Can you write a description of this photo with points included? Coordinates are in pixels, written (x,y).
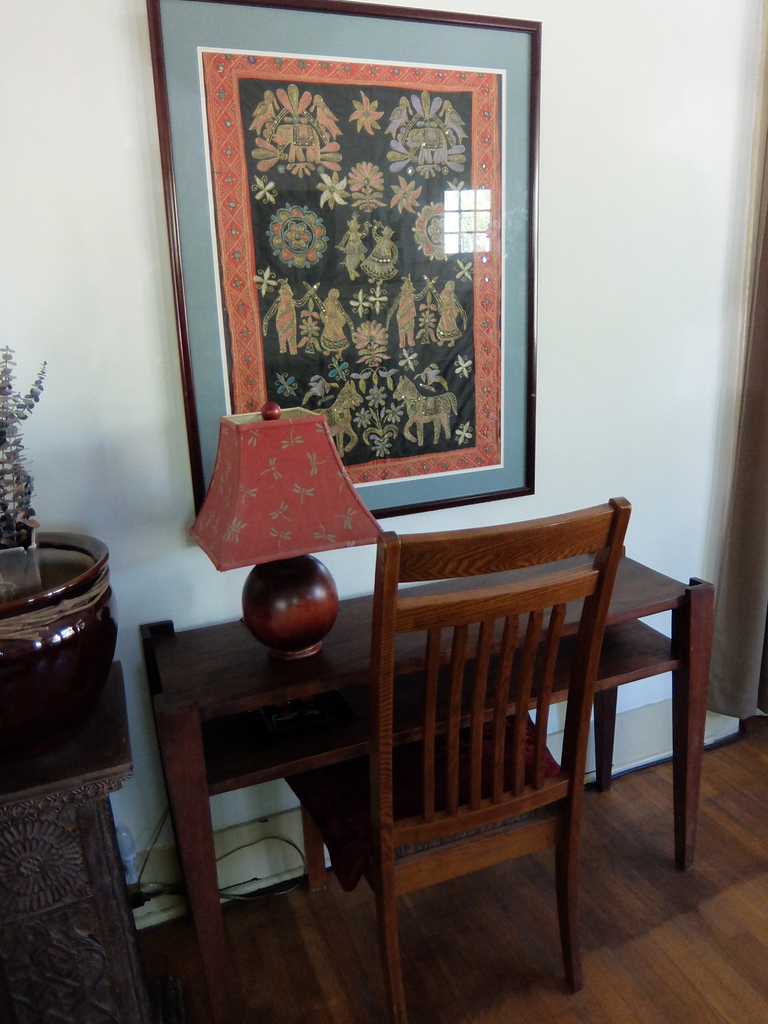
In this picture I can see there is a table (330,687), chair (402,615) and there is a lamp (331,520) and there is a flower pot (56,619) at left side (62,665) and there is a photo frame (424,239) on the wall (573,321).
